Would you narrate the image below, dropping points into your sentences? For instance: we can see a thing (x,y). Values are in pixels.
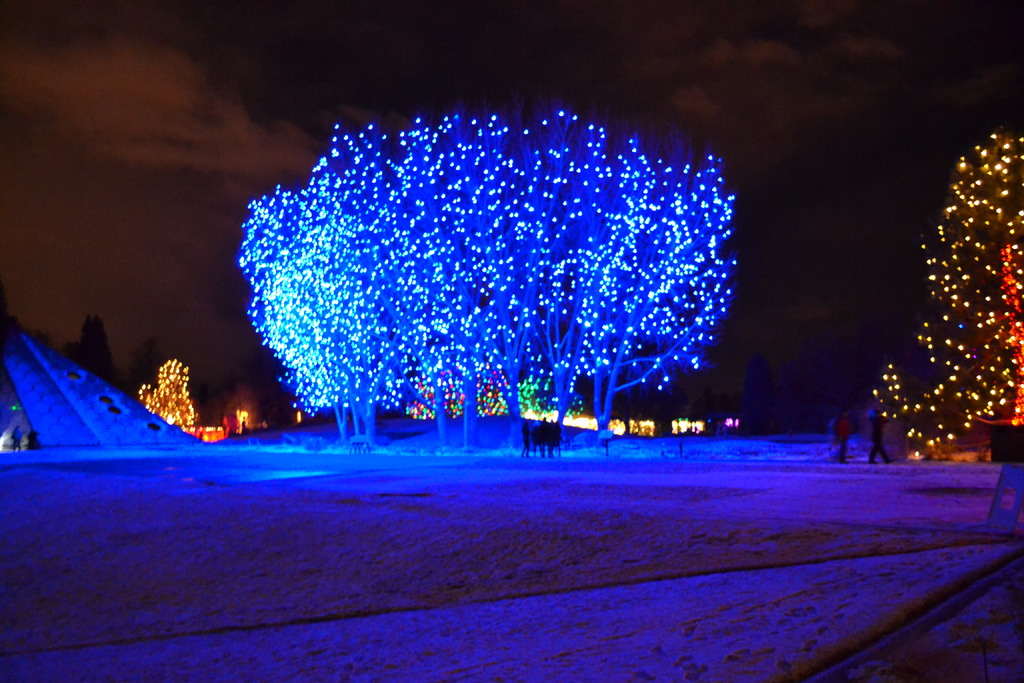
In this image we can see sky (410,97) with clouds (171,139), decor lights (400,278), trees (436,386) and persons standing on the ground (395,517).
